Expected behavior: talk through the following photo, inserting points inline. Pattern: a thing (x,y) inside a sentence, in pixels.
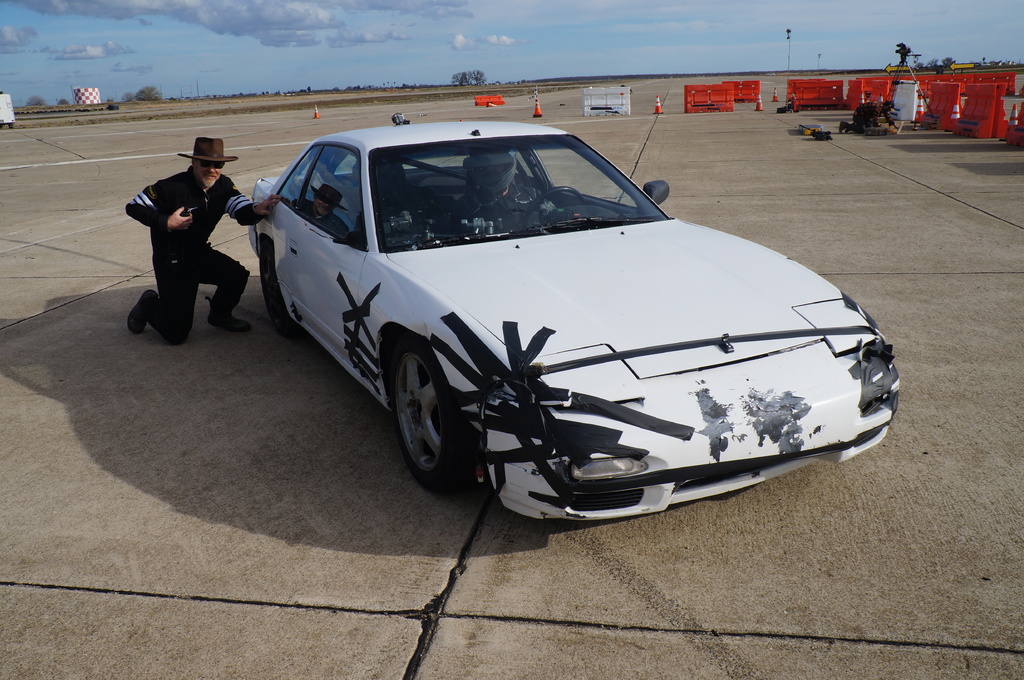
There is a car (416,356) and a man (268,205) in the foreground area of the image (516,212), it seems like barricades (839,85), other objects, trees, poles (789,56) and the sky (359,45) in the background (266,38).
